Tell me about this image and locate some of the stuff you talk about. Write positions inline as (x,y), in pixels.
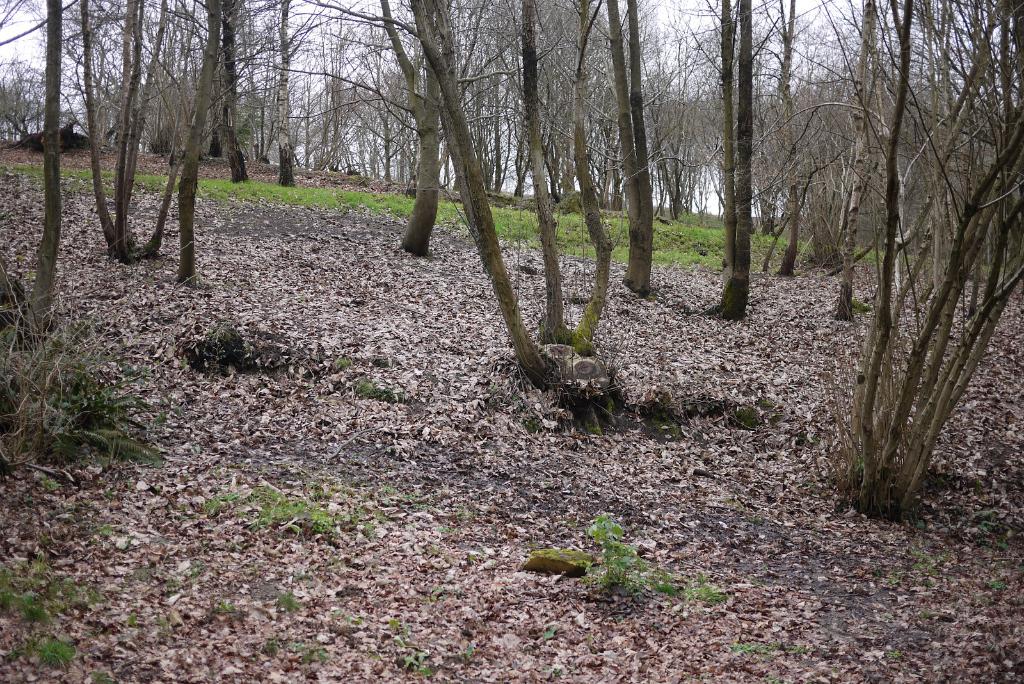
In this image we can see grass (2,170), plants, dried leaves (404,452), and bare trees (597,284). In the background (23,19) there is sky (8,34).
